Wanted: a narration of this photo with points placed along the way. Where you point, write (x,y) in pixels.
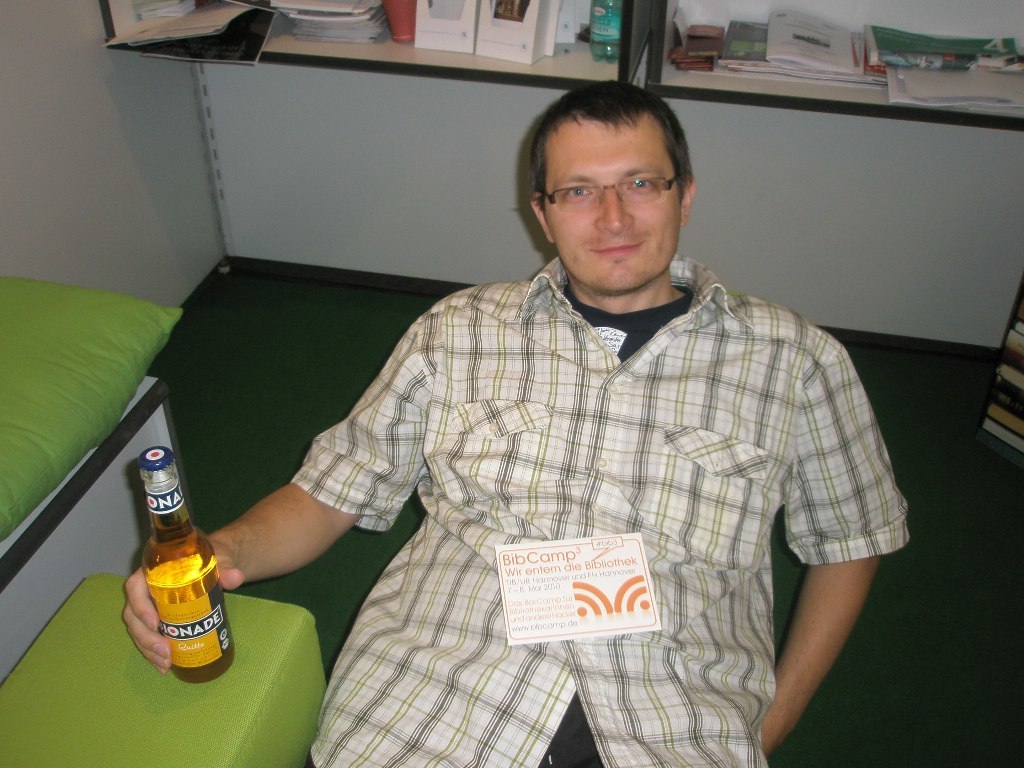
in the middle (530,502) there is a man (606,265), he is catching a bottle (190,560), he is wearing a shirt (702,466), he is smiling. In the background (293,30) we can see shelves (850,95) there are many items (611,40) on that.
